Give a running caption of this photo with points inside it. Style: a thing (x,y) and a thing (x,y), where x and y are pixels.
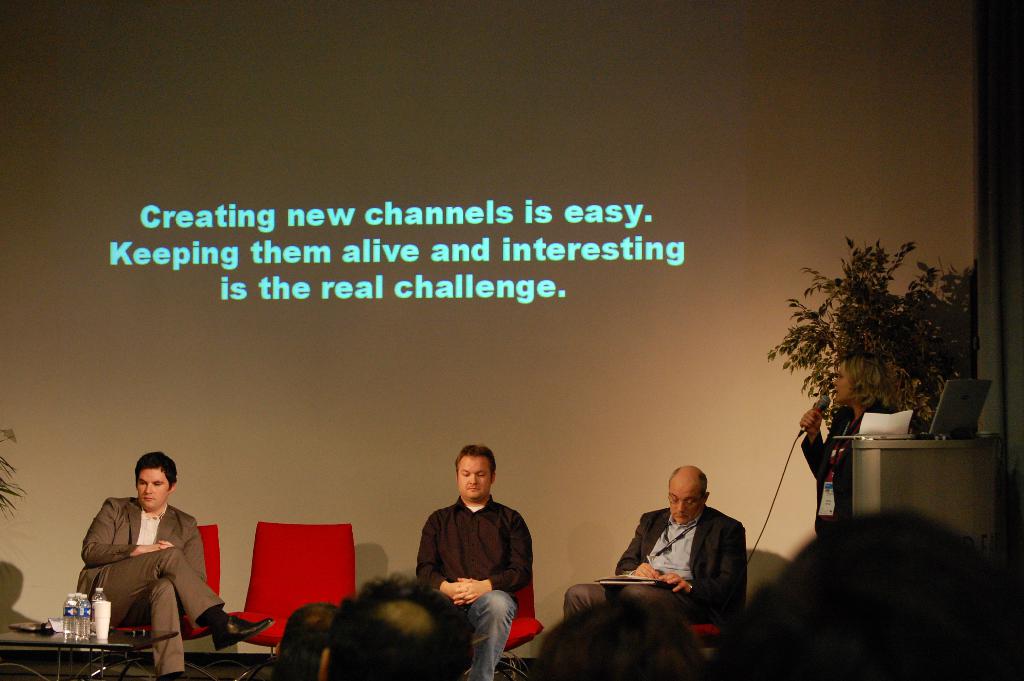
At the bottom of the image (100,511) we can see person (247,626) sitting on the chairs (297,572) and we can also see persons heads (896,572). On the right side of the image (859,384) we can see person (845,390) holding mic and standing at the desk (932,447). In the background (394,360) we can see screen (394,360). On the screen (394,360) we can see text (479,261).
